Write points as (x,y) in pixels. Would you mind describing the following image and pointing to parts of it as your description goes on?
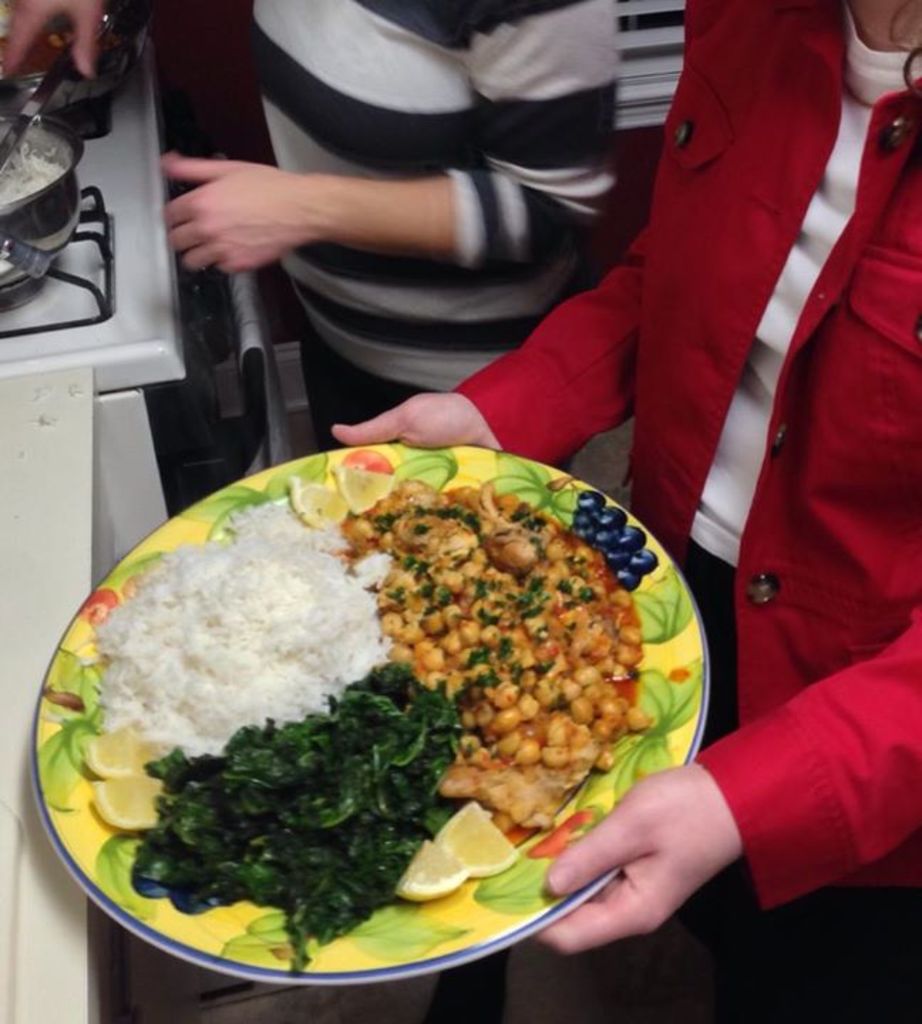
This person (819,194) is holding a plate (514,534) with food (375,697). On this stove (159,278) there is a bowl (55,202) with rice (47,175). Beside this person (854,36) another person (476,329) is standing in-front of this stove (145,245).
